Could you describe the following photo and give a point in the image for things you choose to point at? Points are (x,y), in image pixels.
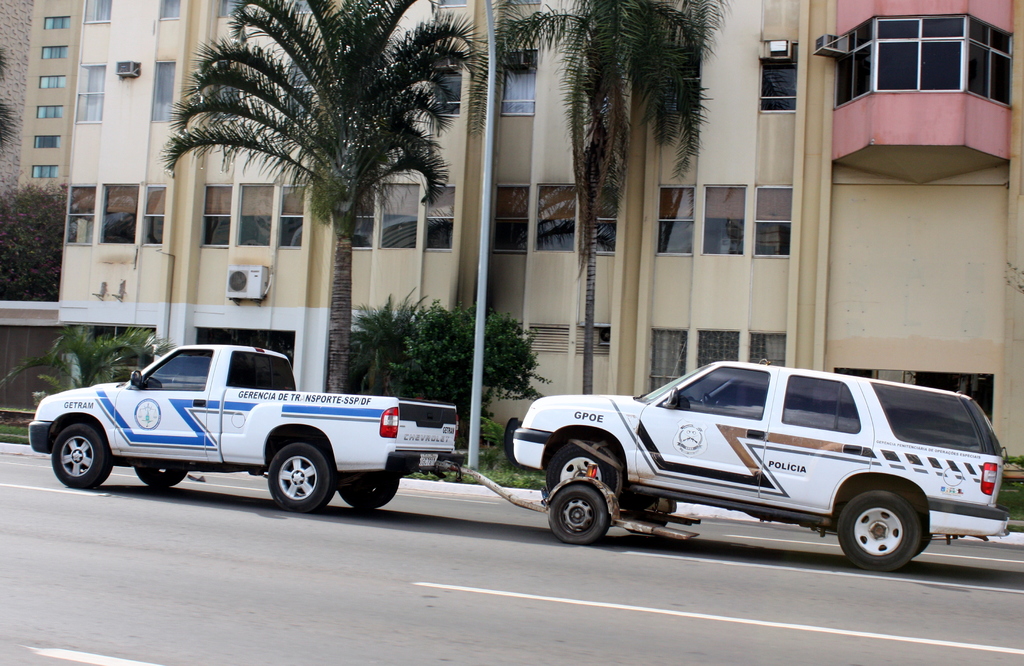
In the image there is a truck (404,440) and a vehicle (550,469) are attached to each other and behind those vehicles (249,368) there are some trees (7,206) and behind the trees (52,233) there is a huge building (460,183).
